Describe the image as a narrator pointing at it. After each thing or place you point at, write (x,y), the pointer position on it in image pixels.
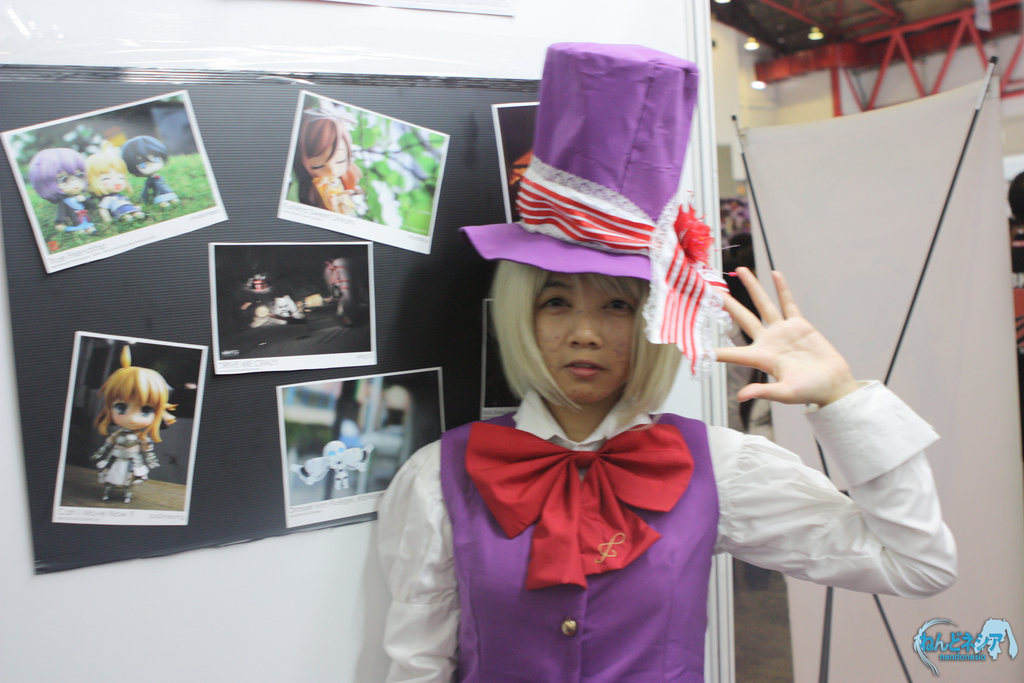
This image is taken indoors. In the background (279,584) there is a wall (294,592) and there is a board (129,326) on the wall (86,582). There are a few photographs (235,329) on the board (255,500). In the middle of the image (552,361) a woman (557,548) is standing. She has worn a hat (597,234) and a bow (614,495). On the right side of the image (769,35) there is a roof (788,29) and there are a few lights (752,84). There are a few iron bars (863,55) and There is a banner (906,604). There are a few objects (738,233).
